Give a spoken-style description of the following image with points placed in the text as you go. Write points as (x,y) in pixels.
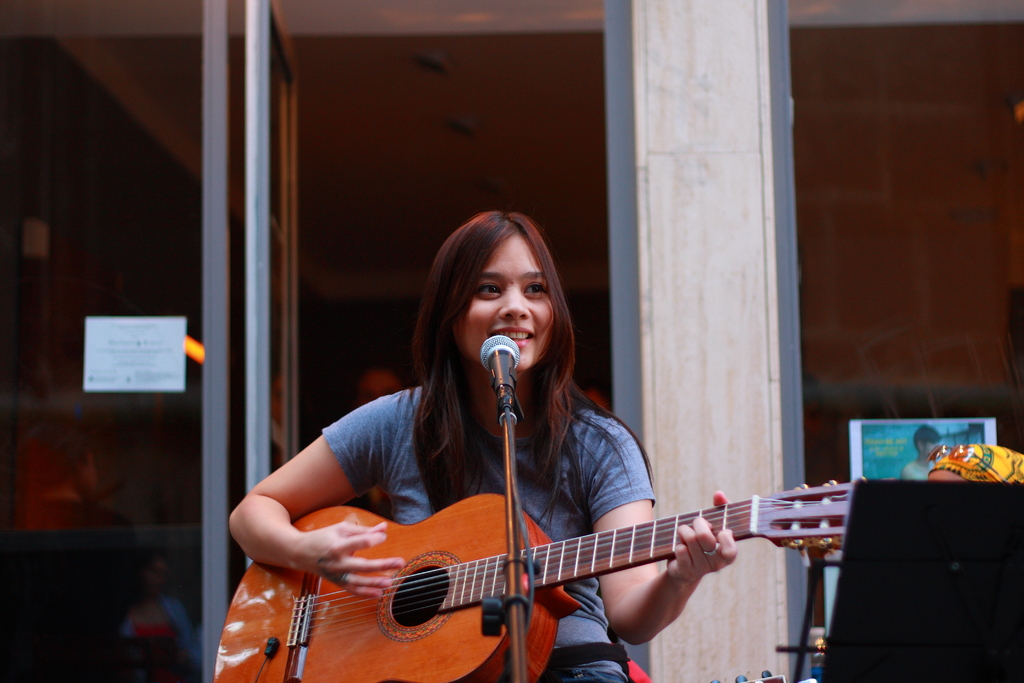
In this picture there is a girl (475,215) sitting and smiling and she is playing guitar (836,529). At the back (287,248) there is a door (290,178). There is a microphone (509,382) in front of the girl (487,422).
